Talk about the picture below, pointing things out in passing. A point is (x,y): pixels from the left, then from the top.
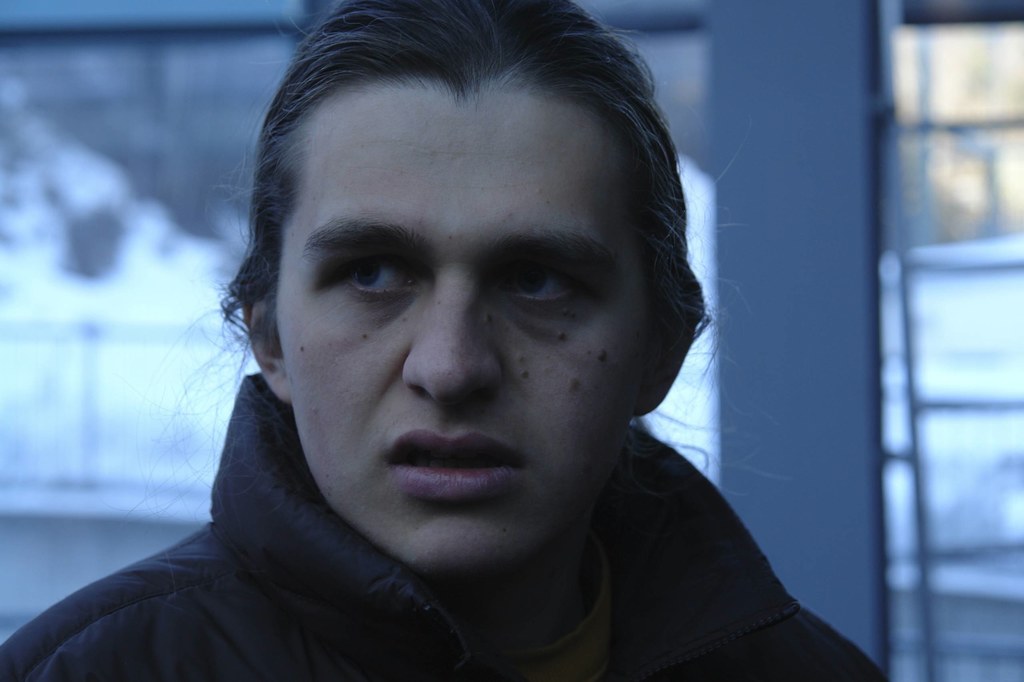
In this picture I can see a man (379,477) wore a black color coat (214,611). Looks like a building (771,129) on the back (754,252).
